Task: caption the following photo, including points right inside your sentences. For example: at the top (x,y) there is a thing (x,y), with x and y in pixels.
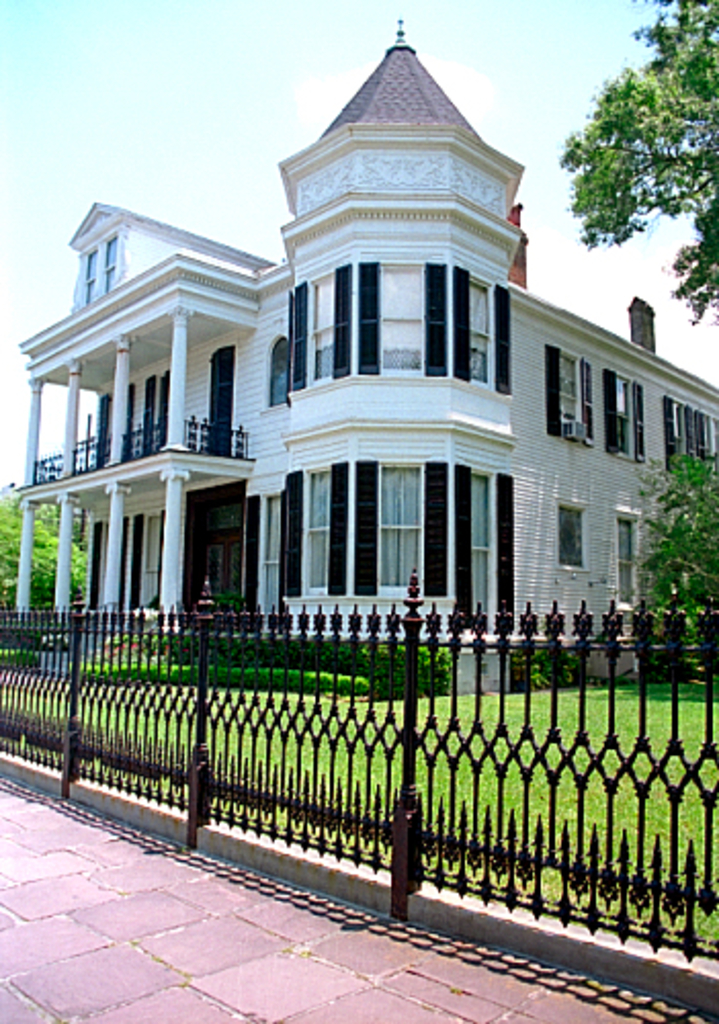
In the picture we can see a house building (687,438) with a pillar (26,556) and windows (314,341) to it and besides, we can see some plants (656,676), trees (631,123), and grass surface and railing (640,780) beside it and we can also see a path (87,919) with tiles (345,937).
